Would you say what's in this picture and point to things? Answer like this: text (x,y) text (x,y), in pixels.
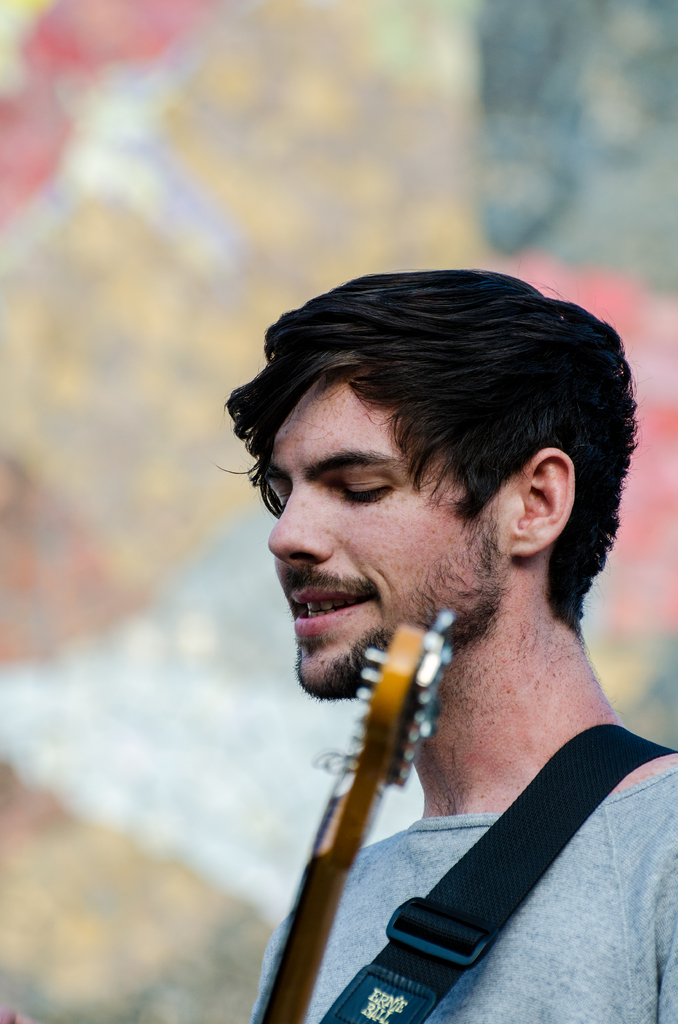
In this image there is a person (379,555) may be holding a musical instrument (340,859), background (527,106) is blurry.
